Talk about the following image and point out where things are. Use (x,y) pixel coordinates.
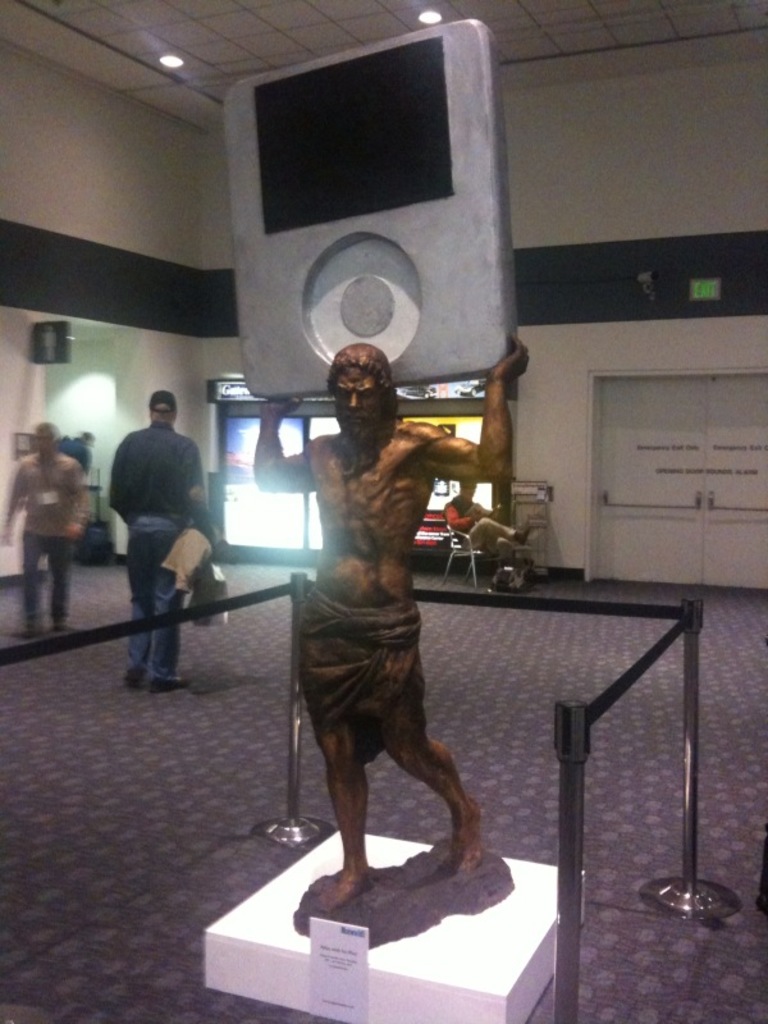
In this image we can see a statue (391,687) surrounded with the barrier poles (575,850). In the background (481,541) we can see a person (501,521) sitting on the chair (470,539), persons (169,447) walking on the floor (114,662), sign board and walls (141,131).
